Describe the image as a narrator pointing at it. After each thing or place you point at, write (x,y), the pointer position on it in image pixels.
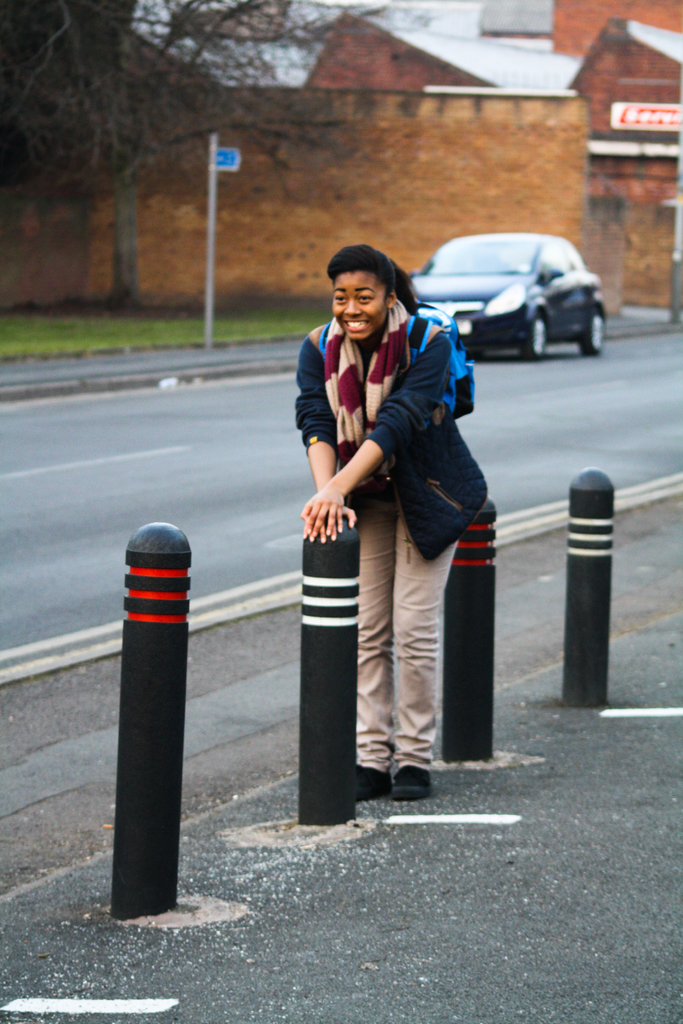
In the foreground of this image (497,746), there is a woman (378,520) standing on the side path (544,590) and there are few bollards (350,701). In the background (490,316), there is a vehicle (482,327) moving on the road (254,440), sign board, a wall (450,94) and few buildings (486,58).
